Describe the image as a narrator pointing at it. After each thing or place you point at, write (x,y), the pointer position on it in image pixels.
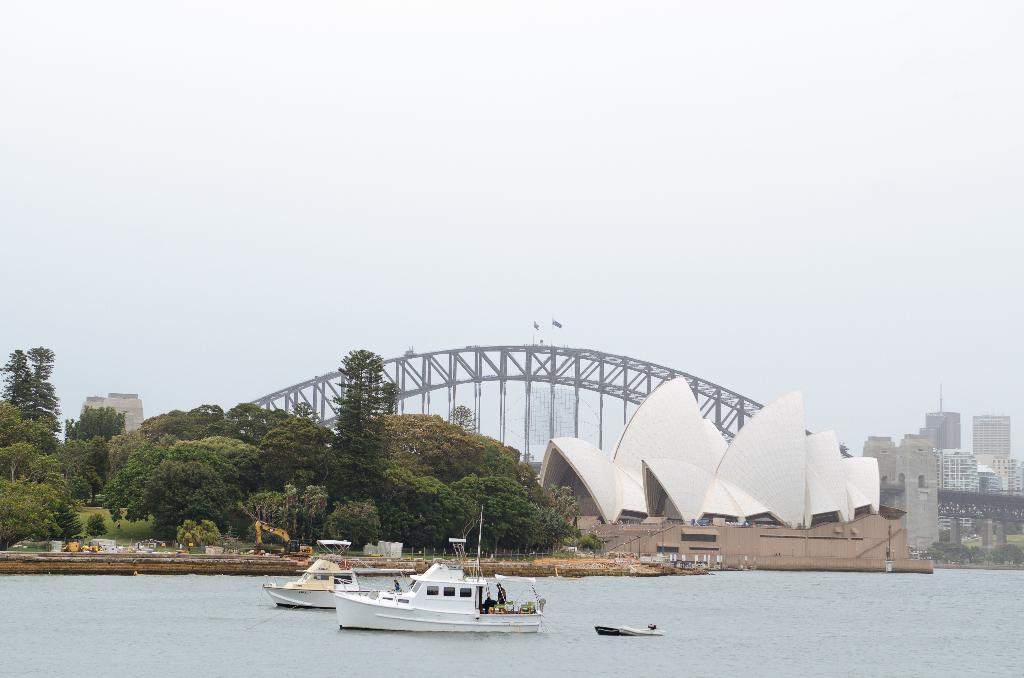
In the image we can see there are boats (388,614) in the water (636,610) and in the boat (496,613) we can see there are people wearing clothes (500,589). Here we can see trees (251,467), buildings (857,475) and arch (477,383). We can even see there are vehicles (282,538), grass (134,523) and the sky (573,162).
